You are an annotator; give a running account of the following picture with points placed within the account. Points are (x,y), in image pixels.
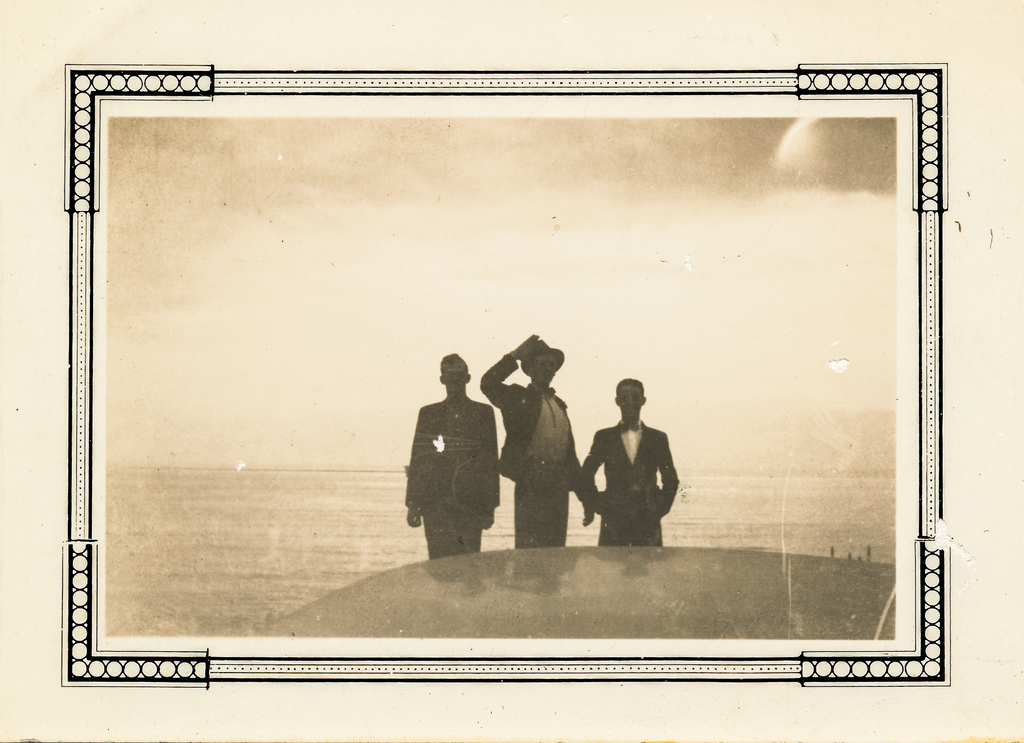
In this picture we can see photo (581,414), in this photo (581,414) there are three persons (543,447) standing and we can see sky (563,312).
